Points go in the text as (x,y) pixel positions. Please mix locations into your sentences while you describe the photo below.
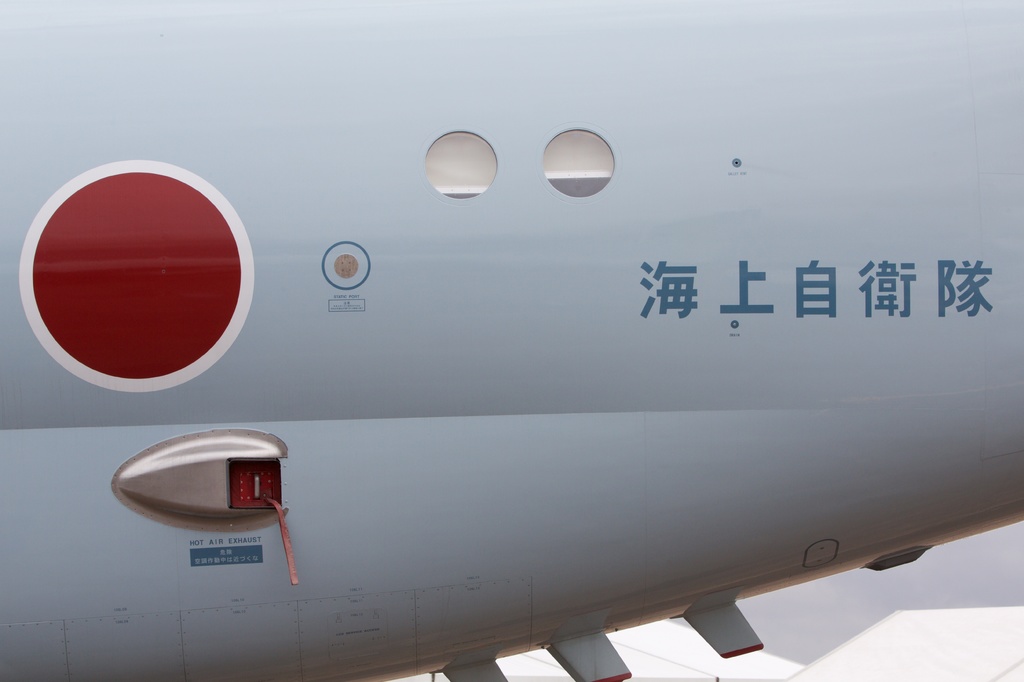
In the image there is a back part (141,208) of the plane (136,253). On that there are windows (439,171), round shape (137,328) with red color filled in it. And also there is an item (207,465) on it.
